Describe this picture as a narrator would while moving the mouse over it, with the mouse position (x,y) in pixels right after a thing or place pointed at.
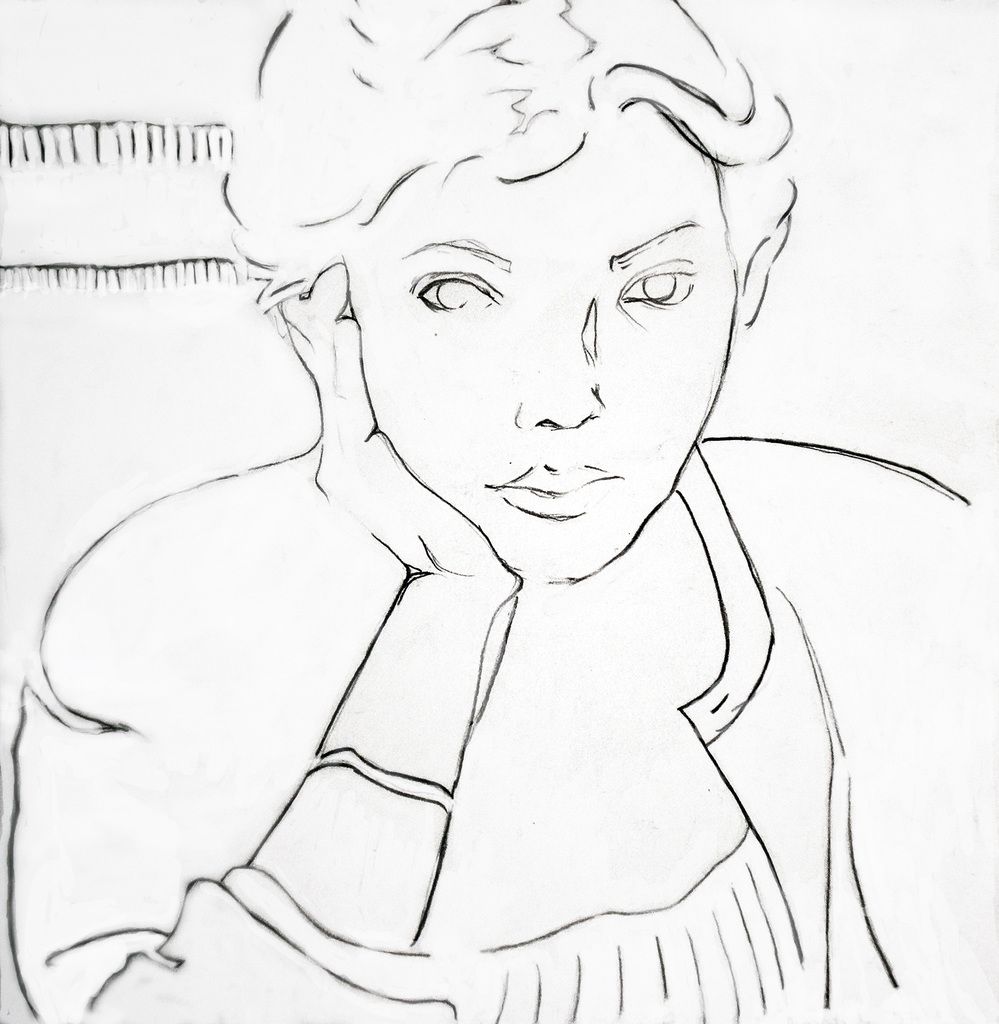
This is an edited image. In this image, we can see there is a person (272,920) sitting and keeping a hand (488,569) under the cheek (402,437). And the background (968,406) is white in color.
